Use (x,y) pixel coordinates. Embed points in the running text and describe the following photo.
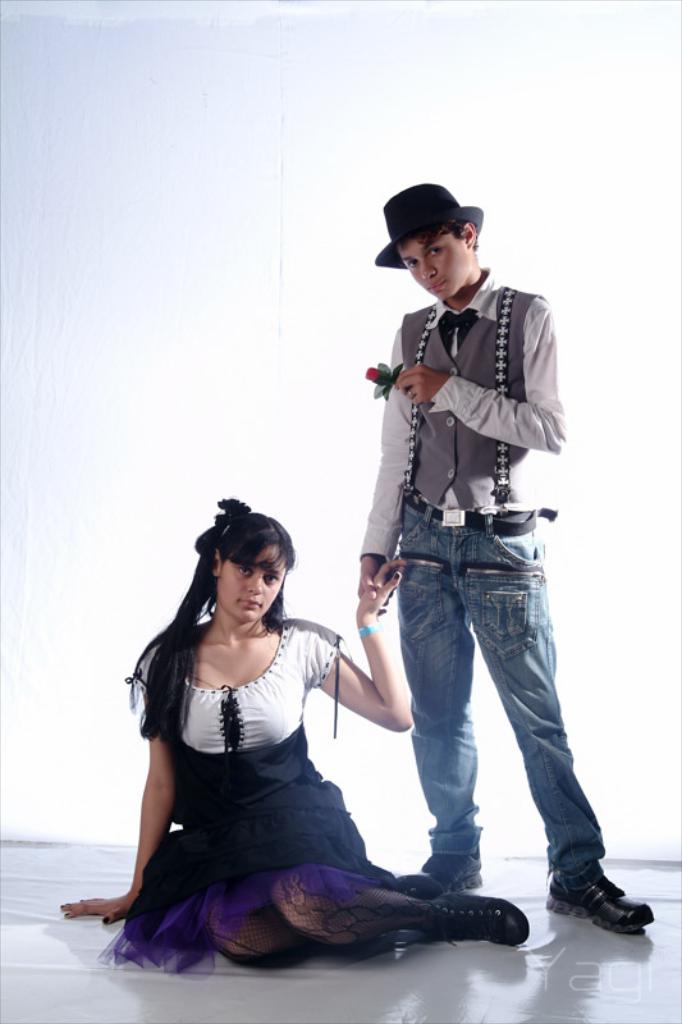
In the image there is a boy (518,456) and a girl (215,829), the girl (371,873) is sitting on the floor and the boy (413,664) is holding the hand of a girl (301,633) and in the other hand (408,393) he is also holding a rose flower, the background of these two people (393,591) is white color.
